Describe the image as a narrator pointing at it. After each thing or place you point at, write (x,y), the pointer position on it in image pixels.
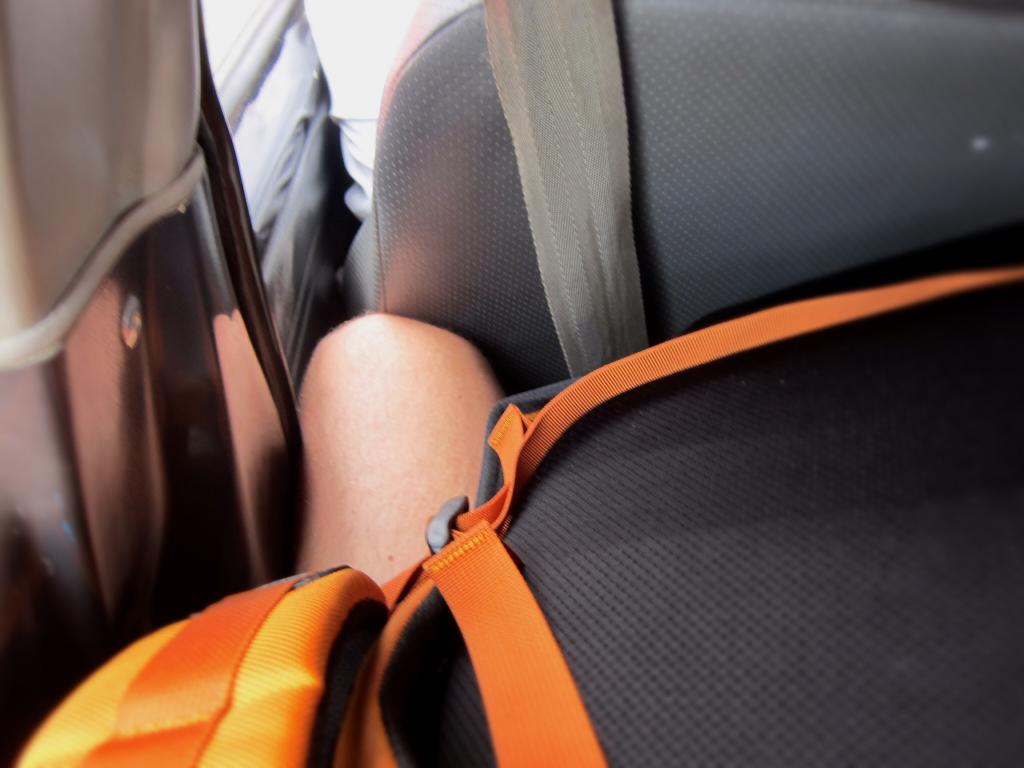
In the image inside the car (106,26) there is a person leg (415,539) with black and orange color bag (443,661). Behind the leg (395,351) there is a seat (440,58) and a seat belt (533,52).
